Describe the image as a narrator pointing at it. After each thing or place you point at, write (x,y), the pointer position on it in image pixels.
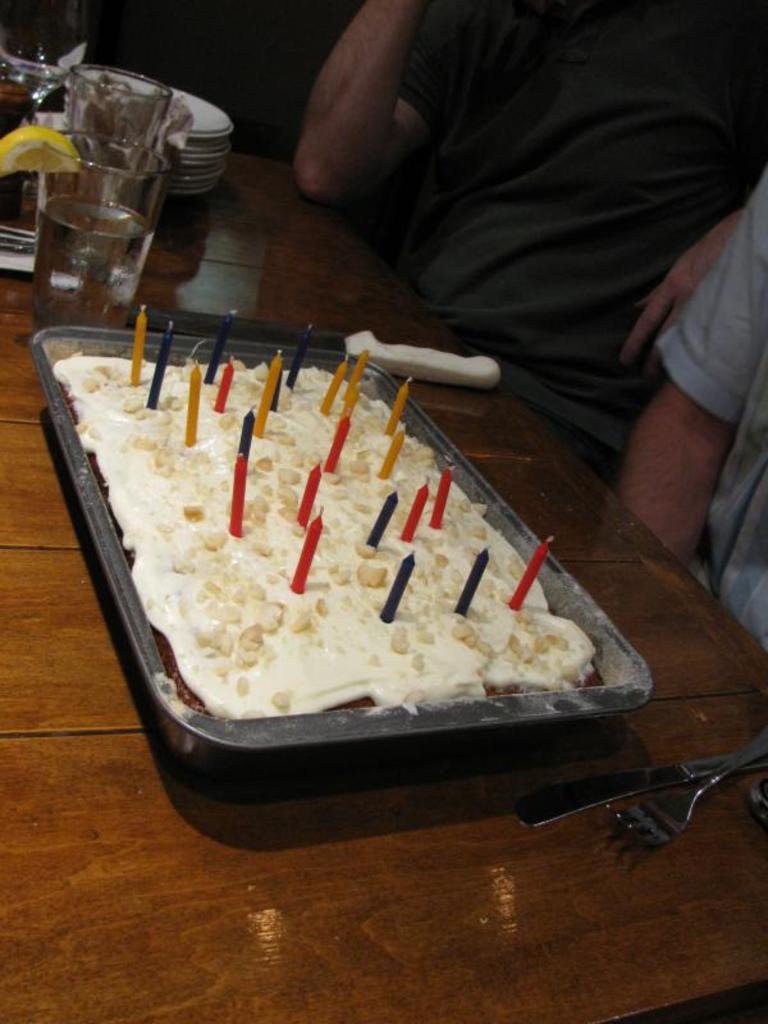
In this picture we can see cake (294,394) and candles (274,389) in the plate (502,527), beside to the cake (362,639) we can find a knife (456,381), glass (109,245), bowls (219,150) and other things (178,110) on the table (598,811), in front of the table (612,507) we can find few persons (547,244) are seated.
